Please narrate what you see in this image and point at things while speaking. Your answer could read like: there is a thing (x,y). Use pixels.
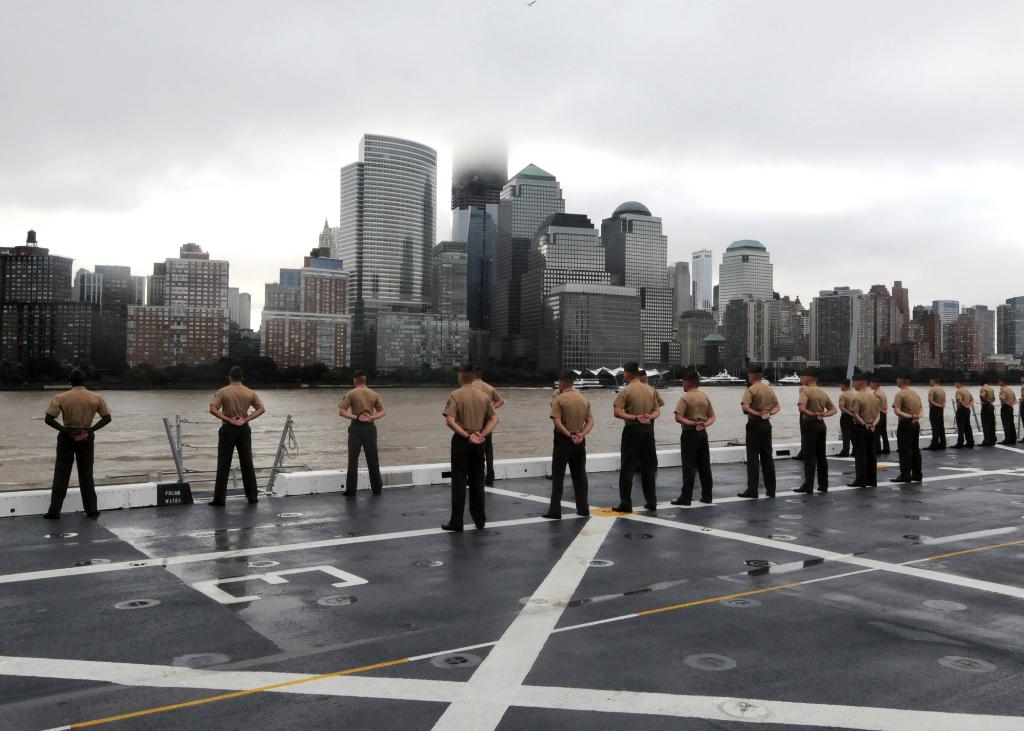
In this image we can see so many men (940,429) are standing on the deck (680,592). They are wearing brown t-shirt (471,414) and black pant (576,476). in front of the river (412,400) is there. Behind the river (282,402) trees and buildings (350,309) are present. The sky (705,80) is full of clouds (848,95).
